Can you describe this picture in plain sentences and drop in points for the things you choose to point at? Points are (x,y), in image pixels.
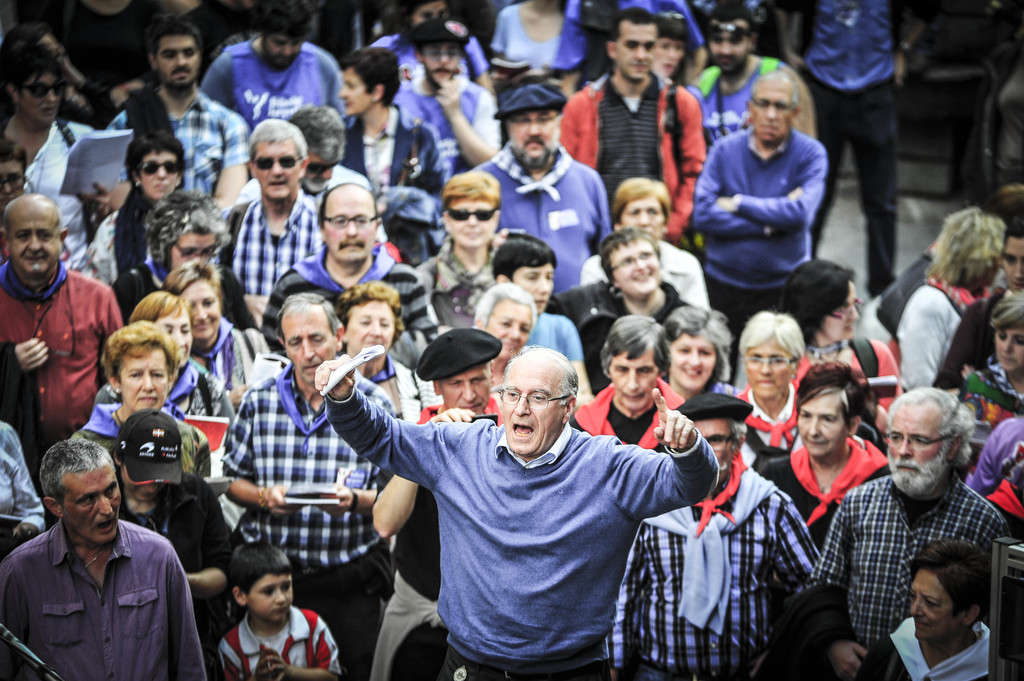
In this picture I can see number of people (592,90) who are standing on the path (907,209) and I see that the man (457,496) in the front (464,488) is holding a thing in his hand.
